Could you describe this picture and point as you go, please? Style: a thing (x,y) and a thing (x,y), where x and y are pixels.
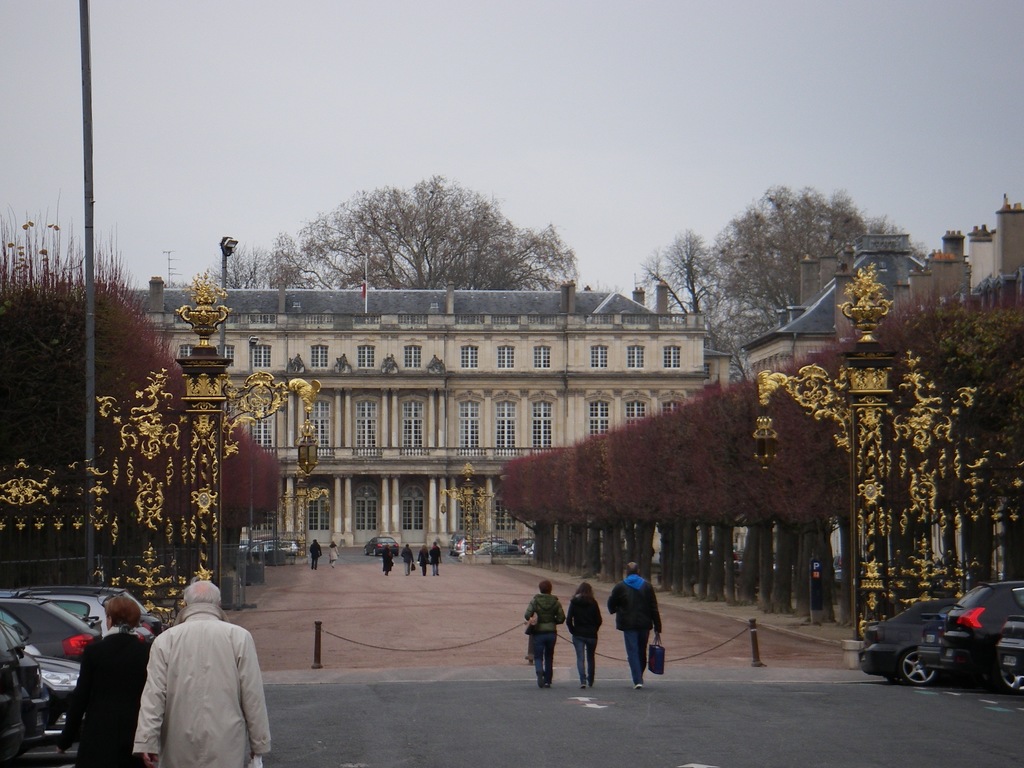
In this image there are trees (177,422), metal gates (194,349), vehicles (110,588), people (118,720), buildings (178,319) in the left (199,331) and right corner (916,374). There are people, vehicles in the foreground (42,684). There are buildings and trees (780,261) in the background (397,442). There is a road (969,756) at the bottom (965,736). And there is a sky (900,77) at the top (473,44).
